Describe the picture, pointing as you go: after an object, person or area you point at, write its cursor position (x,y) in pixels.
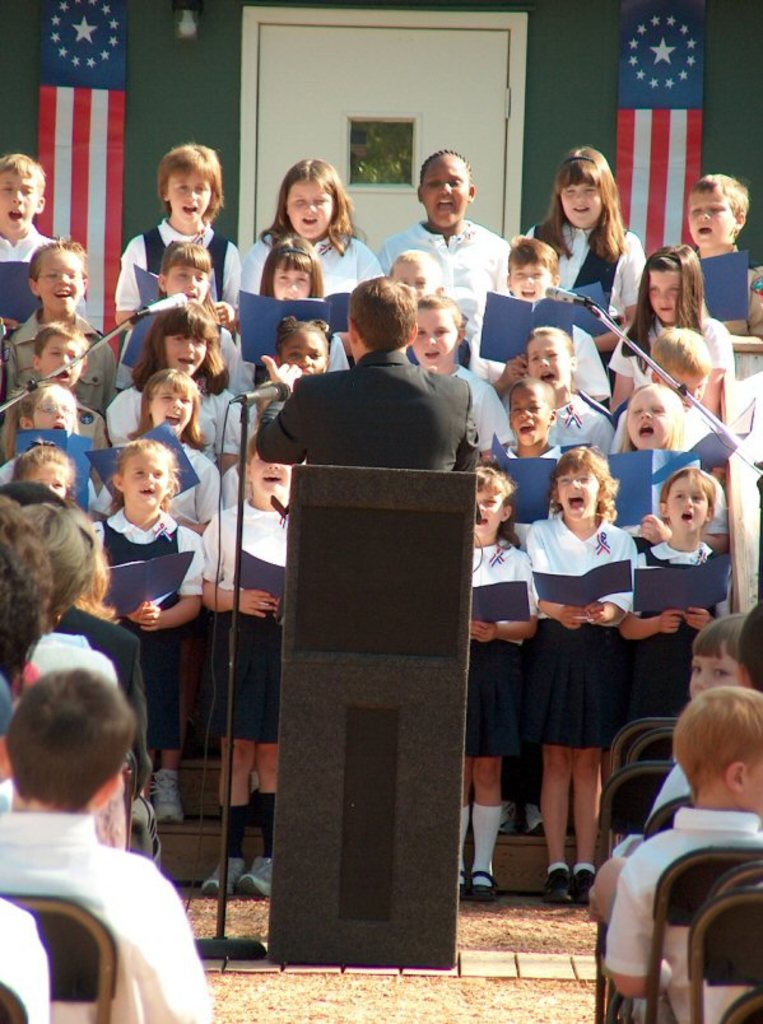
In this image in the center (395,416) there is one person (346,383), who is standing and there is one podium (310,545) and mike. And in the background (107,448) there are some children (614,621) who are holding books (7,306), and it seems that they are singing. And on the right side (681,793) and left side of the image (42,844) there are some children (9,874) who are sitting. At the bottom (259,985) there is walkway (547,943) and in the background (259,93) there is door (320,49), wall (567,61) and on the wall (151,122) there are flags (691,124).
